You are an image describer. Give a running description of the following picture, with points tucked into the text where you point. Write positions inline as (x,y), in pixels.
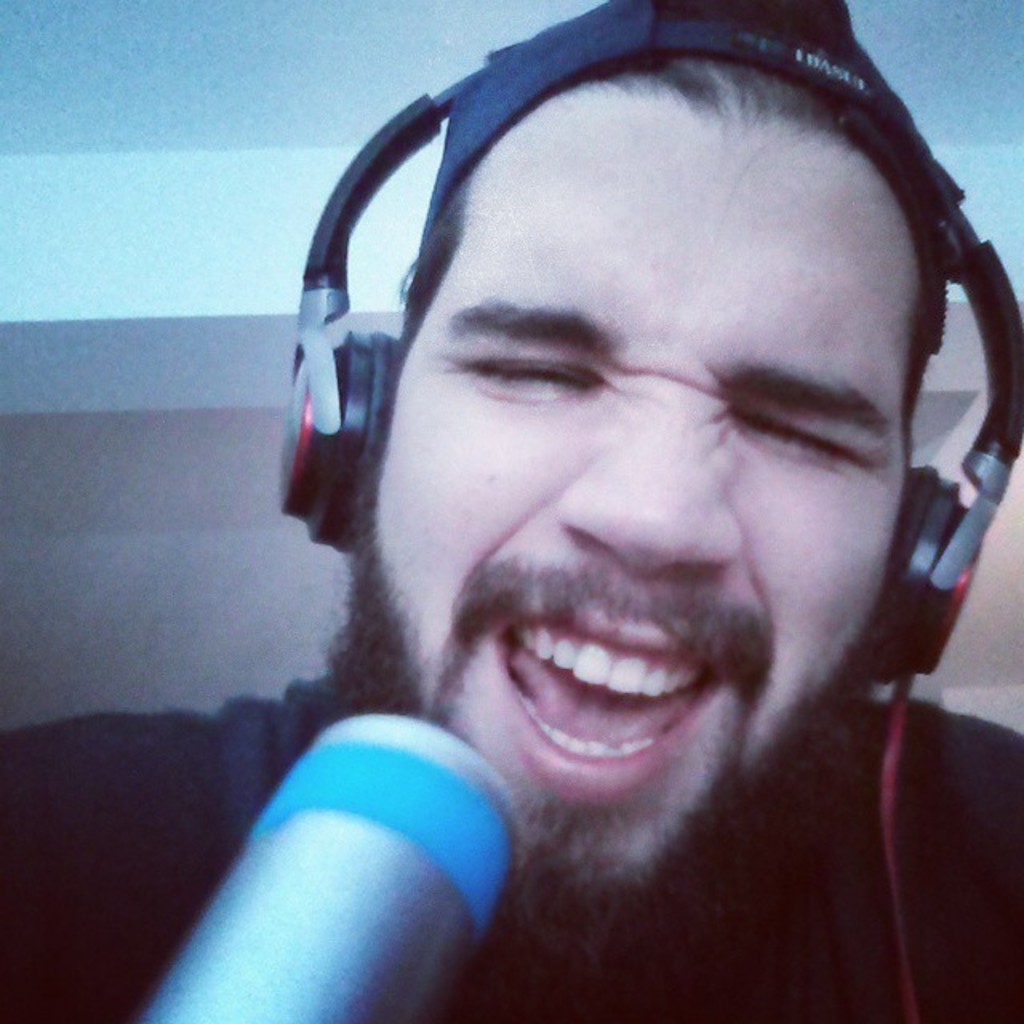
In this picture, we can see a person (760,309) with headset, and we can see some object (389,755) in the bottom side of the picture (383,770), we can see the background (198,642).
